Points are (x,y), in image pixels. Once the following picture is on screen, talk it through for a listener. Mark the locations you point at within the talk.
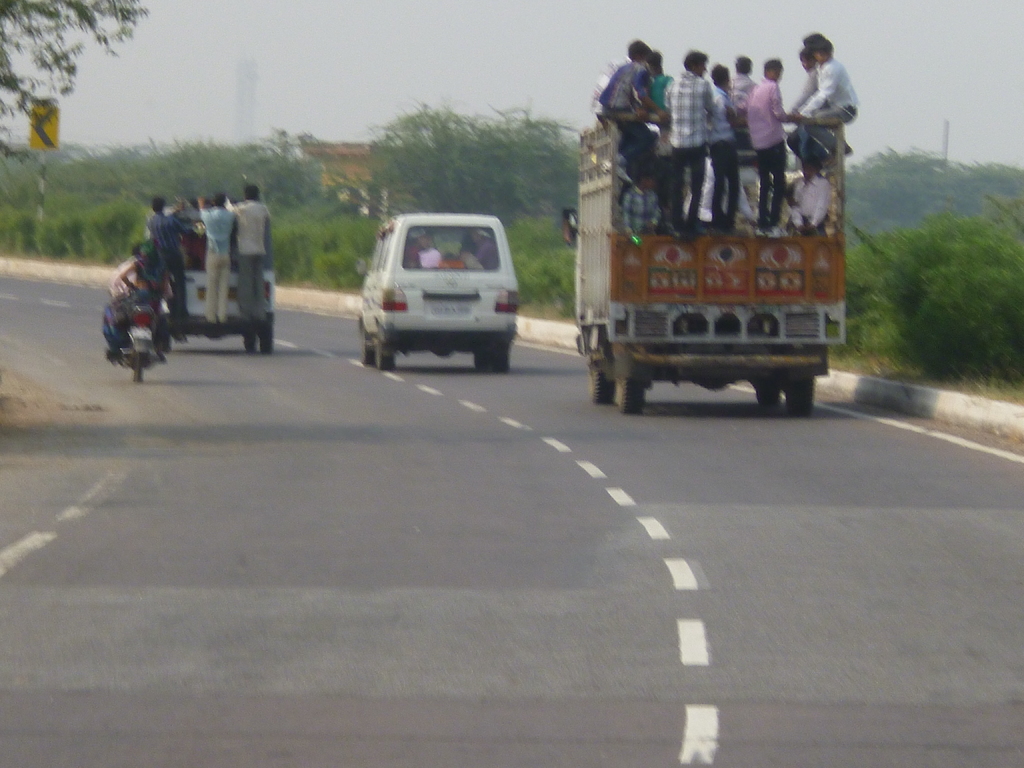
In this image we can see vehicles (251,344) on the road (420,644) and there are people (730,84) in the vehicles (142,311). In the background (213,161) there are trees (264,147) and sky (354,102). At the bottom (272,672) there is a road (300,511) and we can see a sign board (43,139).
